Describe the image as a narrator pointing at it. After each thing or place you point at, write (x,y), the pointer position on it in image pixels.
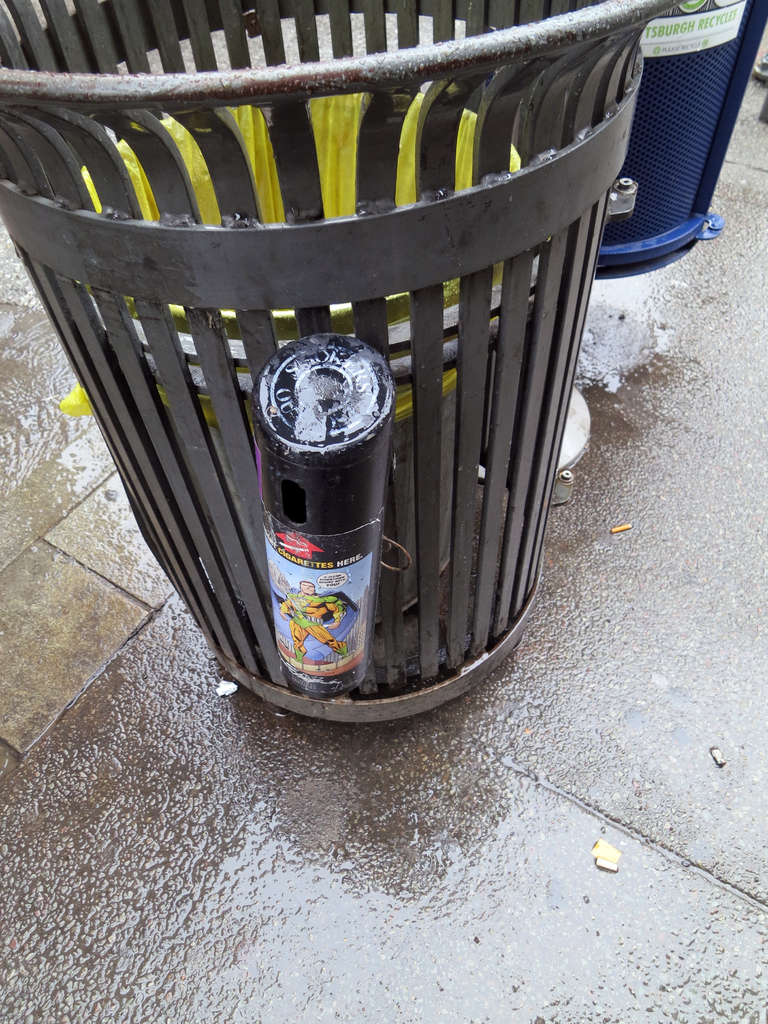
In this image, we can see a basket (546,383).
